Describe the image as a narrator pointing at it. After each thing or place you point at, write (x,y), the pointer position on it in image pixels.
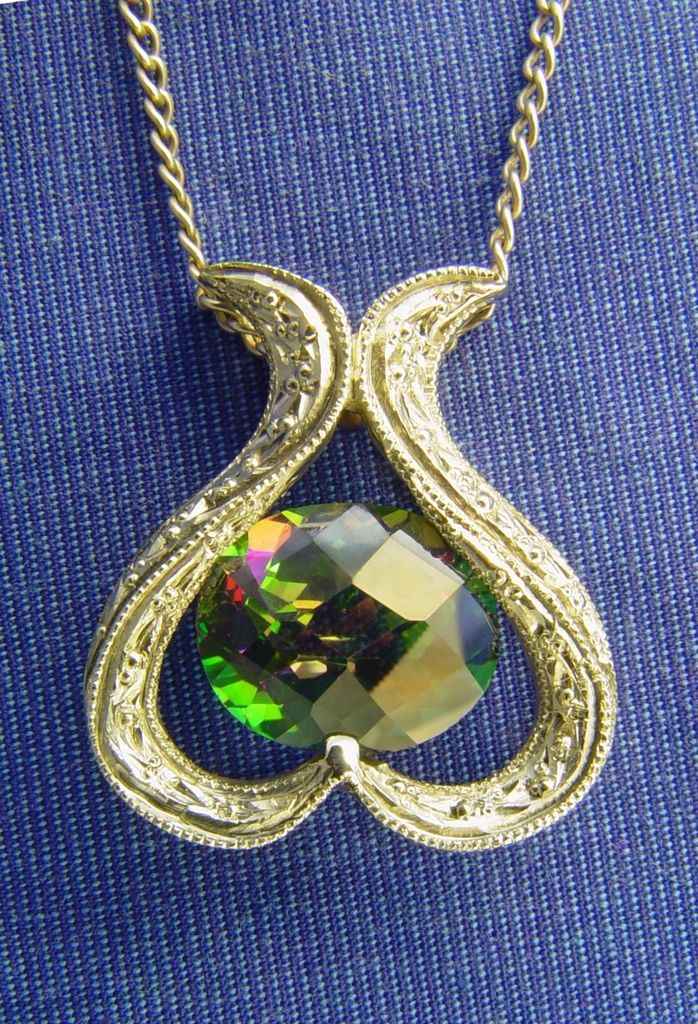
In this image there is a chain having a pendant (343,715) to it. Pendant (296,586) is having some stone (345,622) in it. Behind chain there is a blue colour cloth (590,37).
